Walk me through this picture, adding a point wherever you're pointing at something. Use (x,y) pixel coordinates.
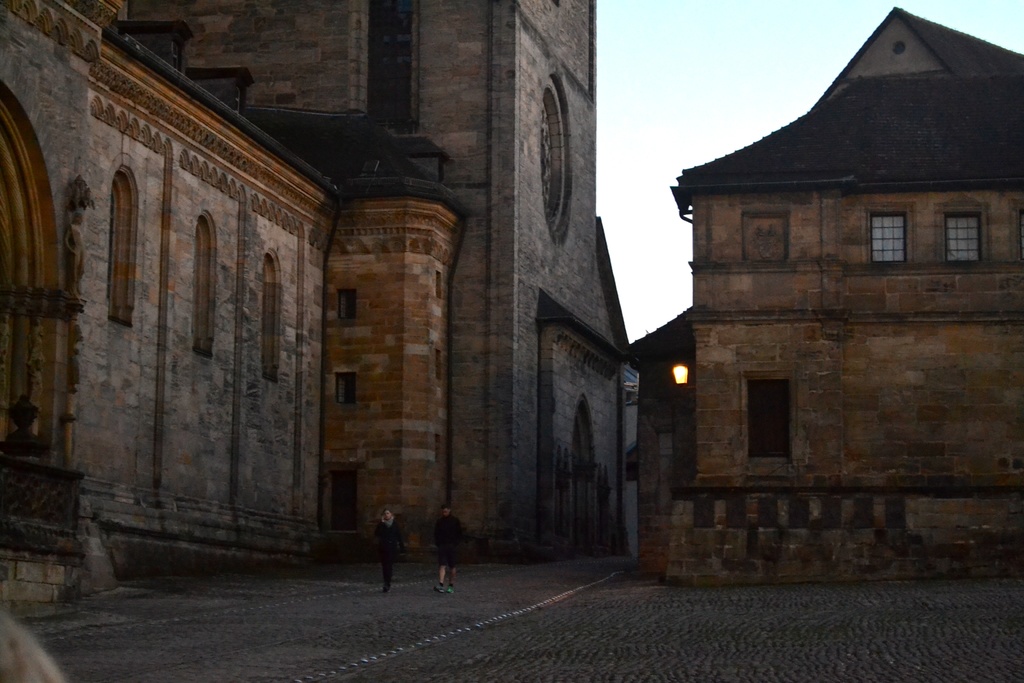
In this image two people (451,558) are walking on the cobblestone path (404,637). Background (929,471) there are buildings (549,407). A light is attached to the wall (727,420) of a building (780,350). Top of the image (694,57) there is sky (680,49).
